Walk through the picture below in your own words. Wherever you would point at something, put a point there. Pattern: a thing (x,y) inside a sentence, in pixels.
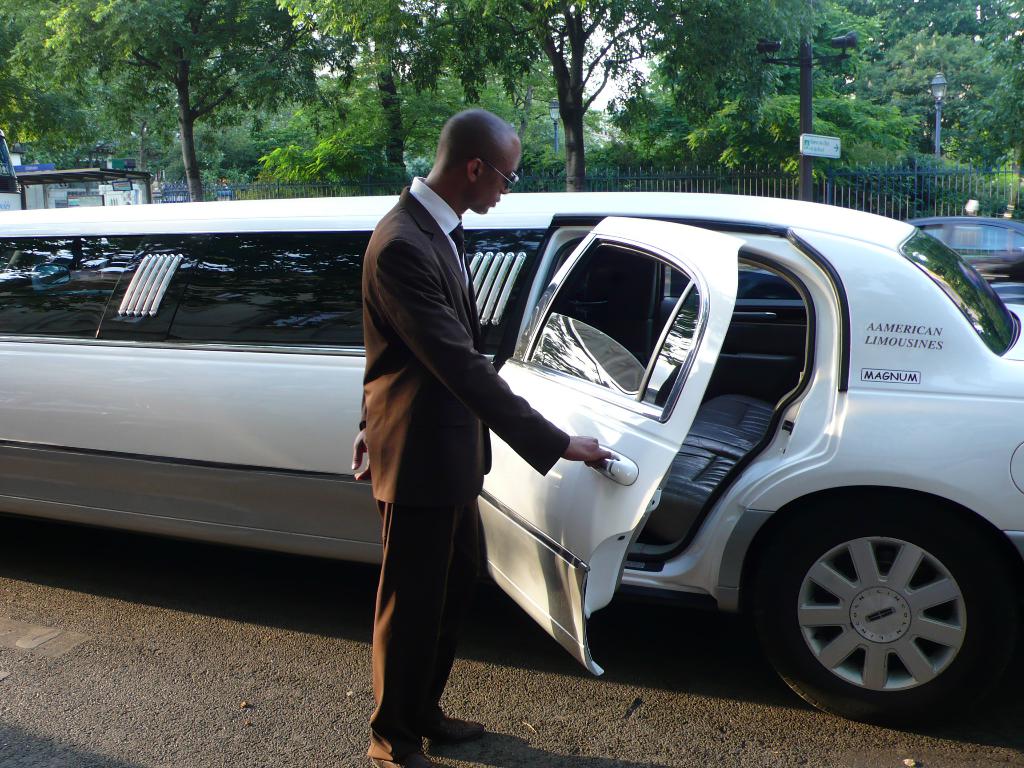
In this picture we can see a person (401,461) and vehicles (188,502) on the road (148,554) and in the background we can see a fence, trees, poles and some objects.
